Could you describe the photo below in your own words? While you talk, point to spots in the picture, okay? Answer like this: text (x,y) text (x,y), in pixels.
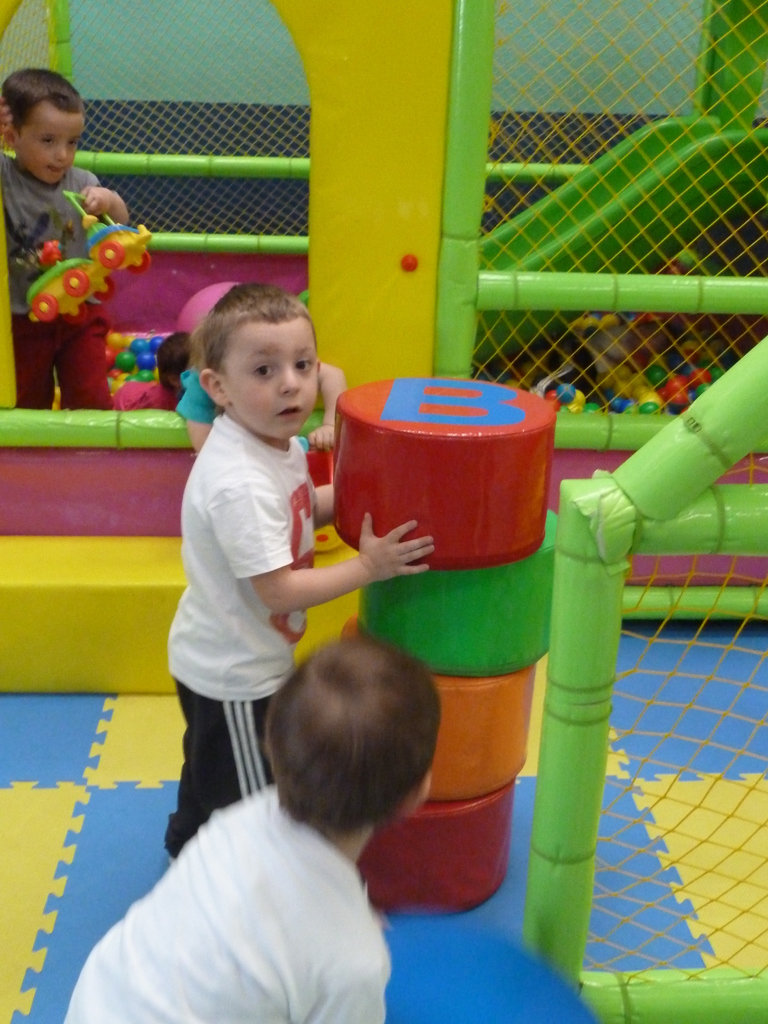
In the center of the image (442,619) we can see blocks (435,757). There are children (220,591) playing. On the right (540,222) there is a slide (481,254) and we can see balls (648,389). There is a net (731,818). In the background (585,14) there is a wall (260,70).
